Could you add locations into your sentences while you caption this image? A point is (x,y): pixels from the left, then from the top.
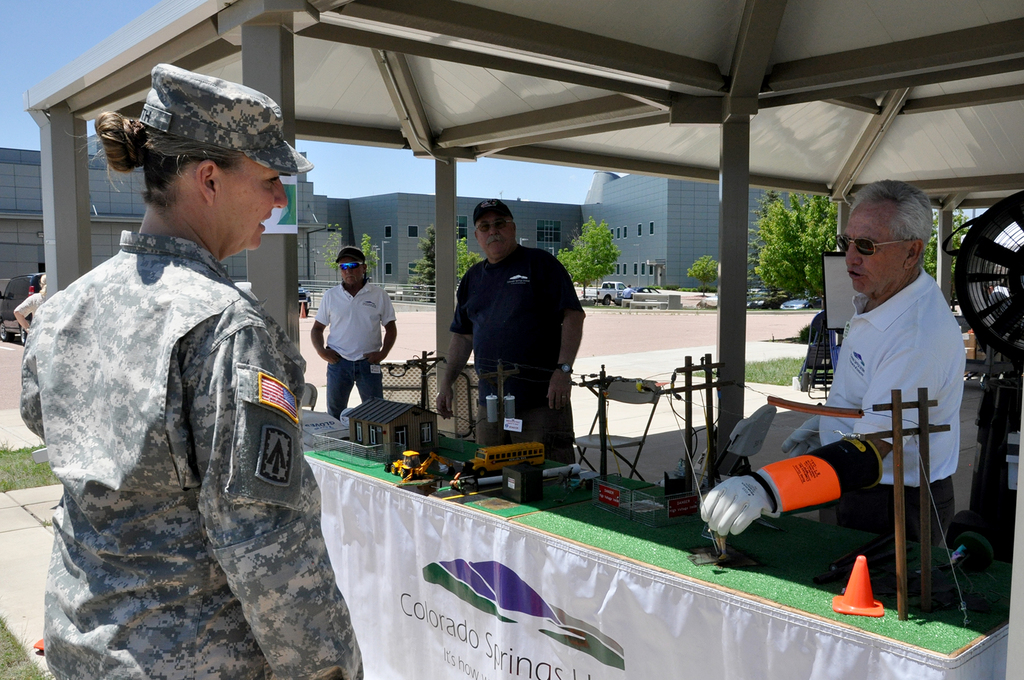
In this picture we can see there are some people (139,500) standing and in front of the people (261,608) there is a table (756,569) and on the table (610,542) there is a toy house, cone barrier (873,605) and other objects (906,596) and in front of the table (932,614) there is a banner (713,638). Behind the people (460,357) there are some objects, some vehicles (613,286) parked on the path (657,324), trees (430,233), buildings (420,220) and a sky (324,156).
